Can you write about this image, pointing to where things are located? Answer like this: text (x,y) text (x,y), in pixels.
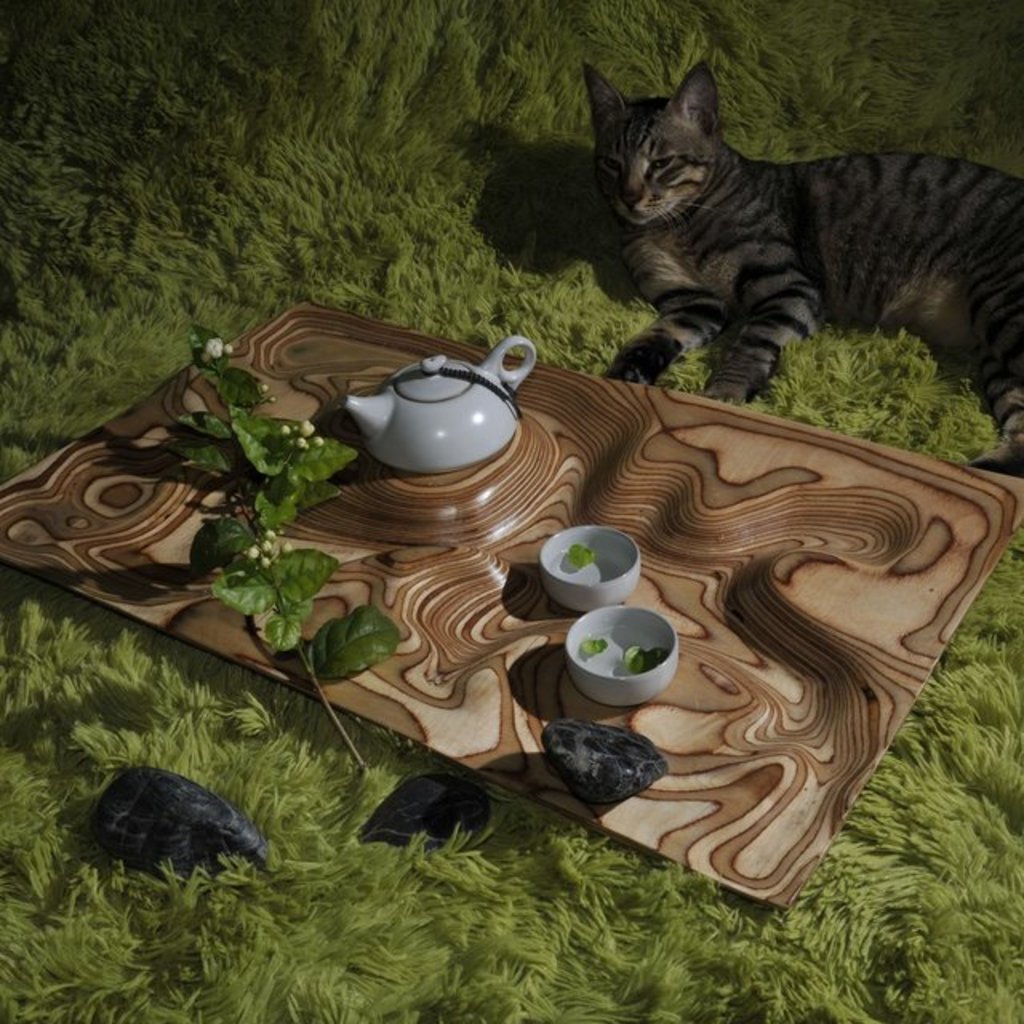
In the foreground (183,521) I can see a tray (879,467) on which a kettle (418,409) and bowls (587,619) are there. In the background (706,250) I can see a cat (1000,344) is lying on the rug (441,163). This image is taken during day.
